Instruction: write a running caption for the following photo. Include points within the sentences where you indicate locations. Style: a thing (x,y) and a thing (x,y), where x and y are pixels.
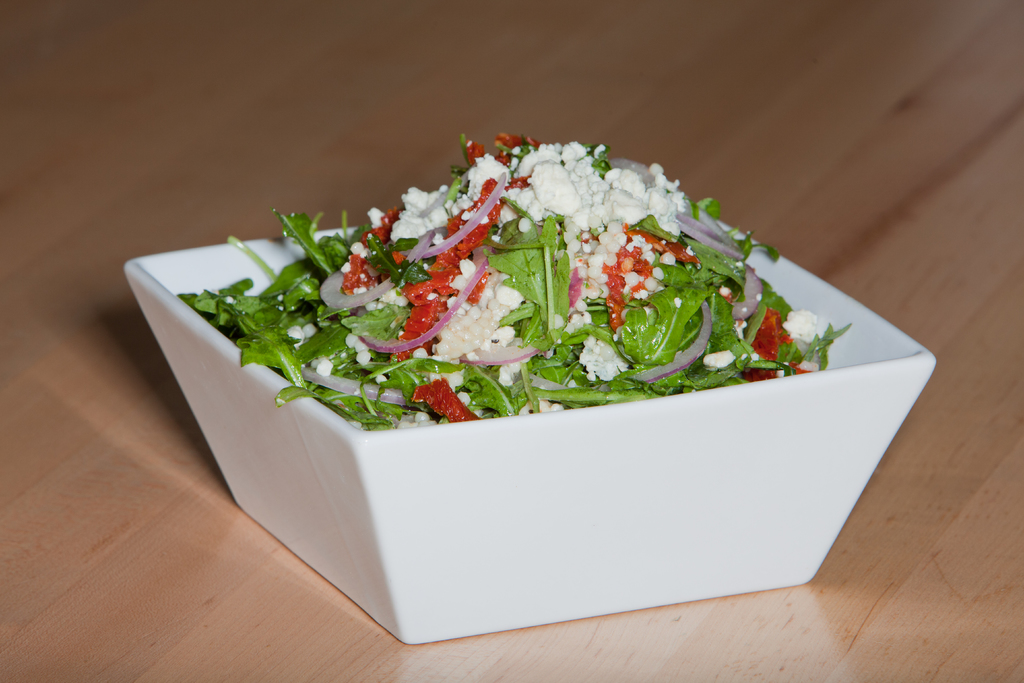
In the center of the image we can see one table (217,542). On the table (374,627), we can see one bowl (270,493). In the bowl (256,493), we can see some food items (450,331).
